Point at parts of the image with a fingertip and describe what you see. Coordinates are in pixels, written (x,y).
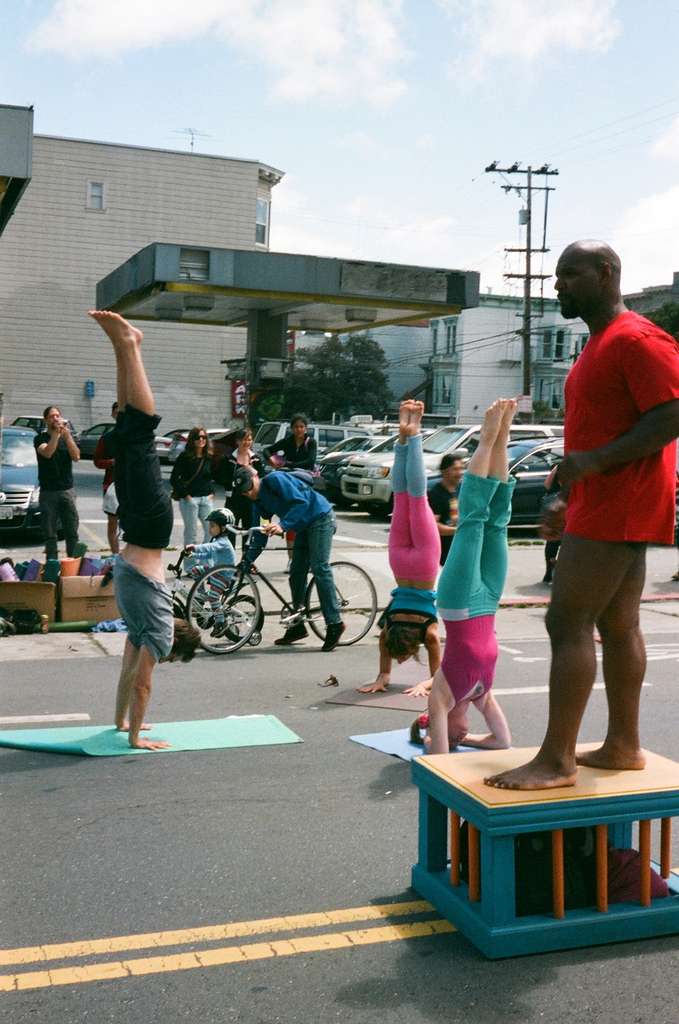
This 3 persons (458,720) are doing yoga on road (380,780). This man (628,343) is standing on box (541,853). This 1 person (295,632) is sitting on bicycle (334,623). Far this persons (230,479) are standing. Vehicles (363,431) are at parking area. Far there are buildings (237,341) and tree (327,352).
